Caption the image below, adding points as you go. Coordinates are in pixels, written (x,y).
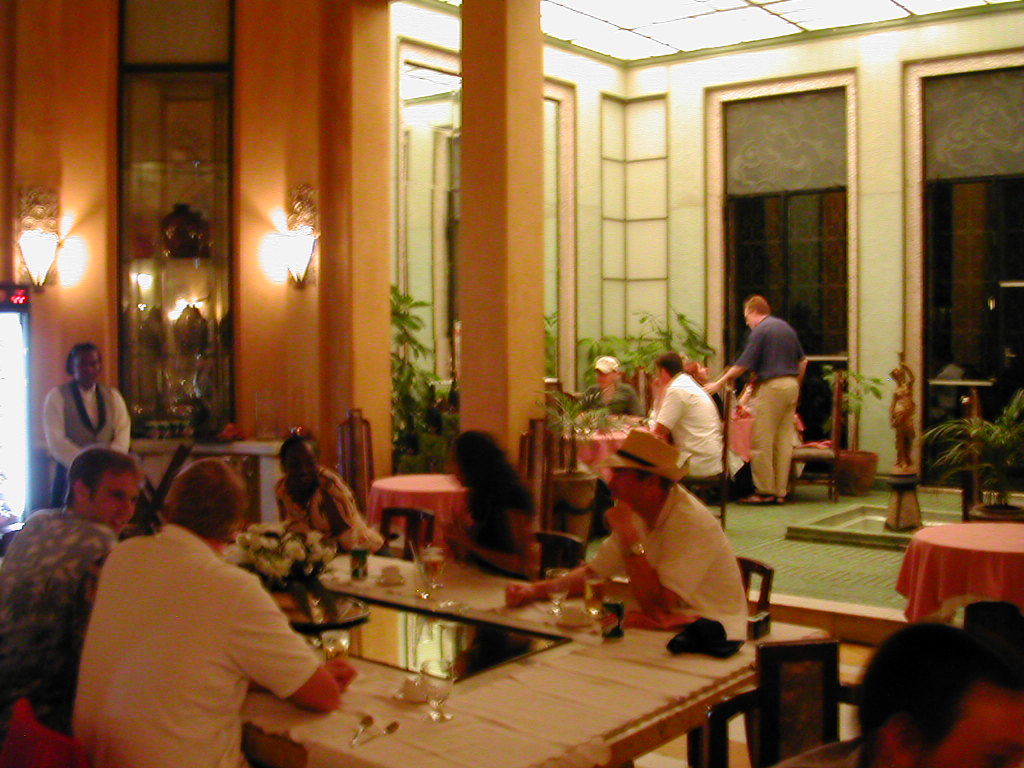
This Picture describe about the inner view of the restaurant (470,605) in which on front table (348,562) five people (105,578) are sitting. On the table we can see a glass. On the behind table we can see a man (694,413) white shirt (702,431) is sitting and another man (770,346) wearing blue t-shirt (782,359) and cream pant (773,414) is standing and discussing with the girl (693,372), On behind we can see a wall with two glass windows (959,177), and on the left wall (76,104) we can see brown paint (323,250) with hanging lights (39,284) and in center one big show case (150,350). beside a man (72,365) standing white shirt (52,397) and grey coat (86,423).
